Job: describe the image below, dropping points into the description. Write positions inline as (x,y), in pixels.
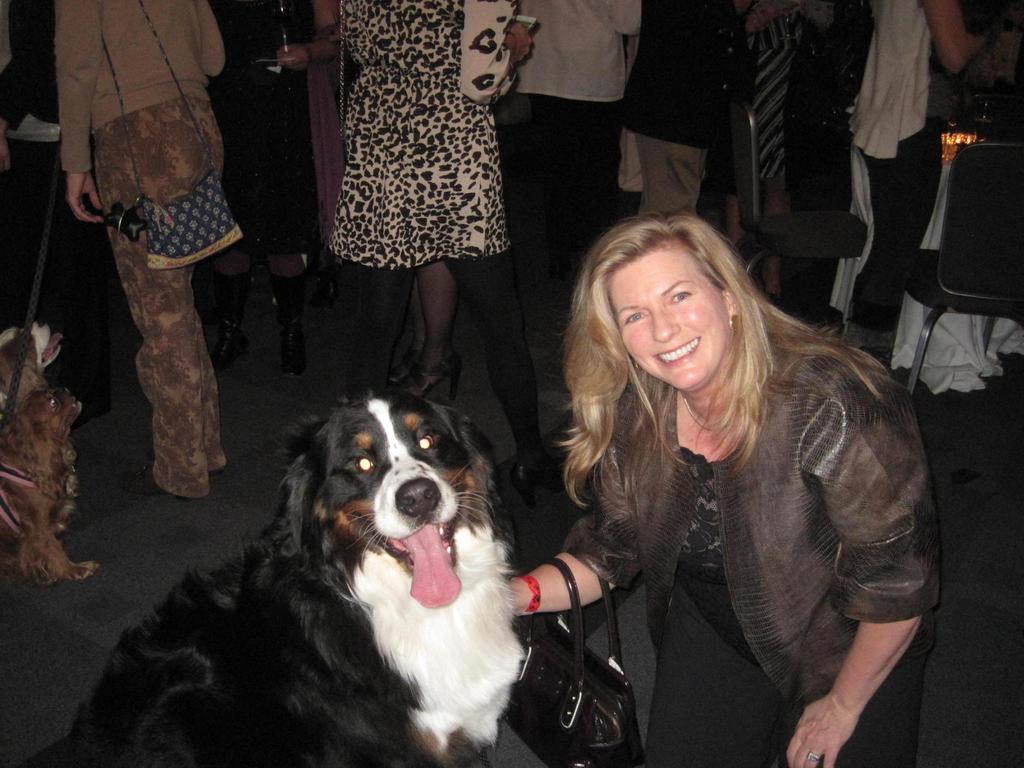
In this image I can see a woman (903,755) who is smiling and she is carrying a handbag (522,703) and she is touching the dog (469,541) with her hand (514,582). In the background (46,73) I can see lot of people (60,22) standing and 2 dogs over here.
